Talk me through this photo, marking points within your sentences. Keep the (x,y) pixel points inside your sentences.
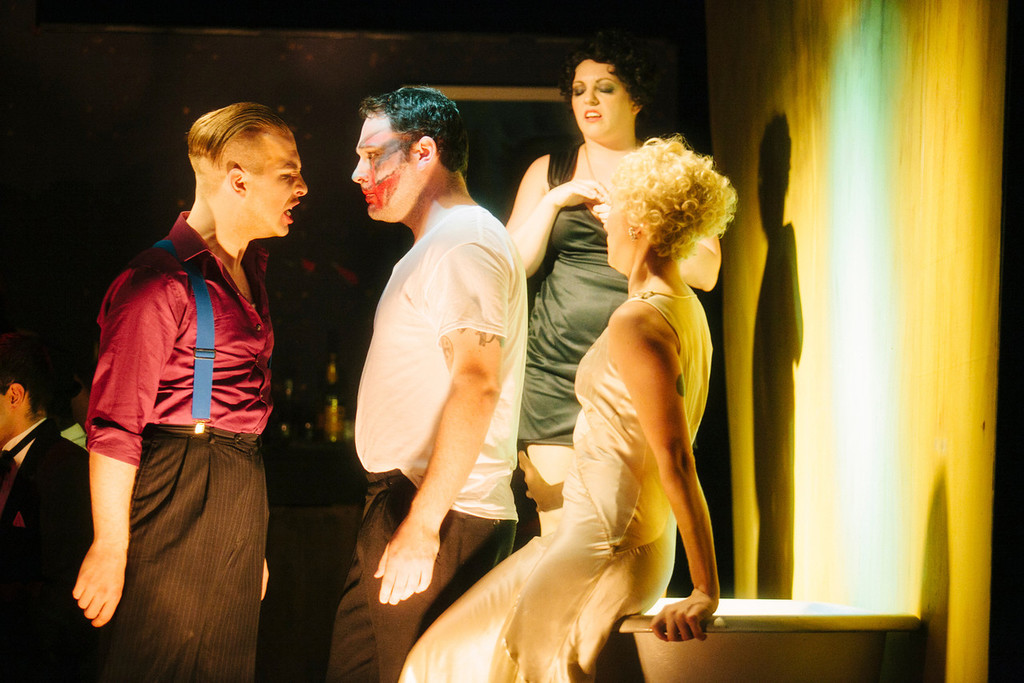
In this image I can see few people (153,479) are standing. On the left side (191,532) there are two men (224,468) standing and looking at each other. The person (205,355) who is on the left side (203,503) it seems like he is shouting. On the right side (816,244) there is a wall (884,239). At the bottom (792,655) there is an object (749,658), beside this there is a woman (573,552). The background (113,235) is in black color.
